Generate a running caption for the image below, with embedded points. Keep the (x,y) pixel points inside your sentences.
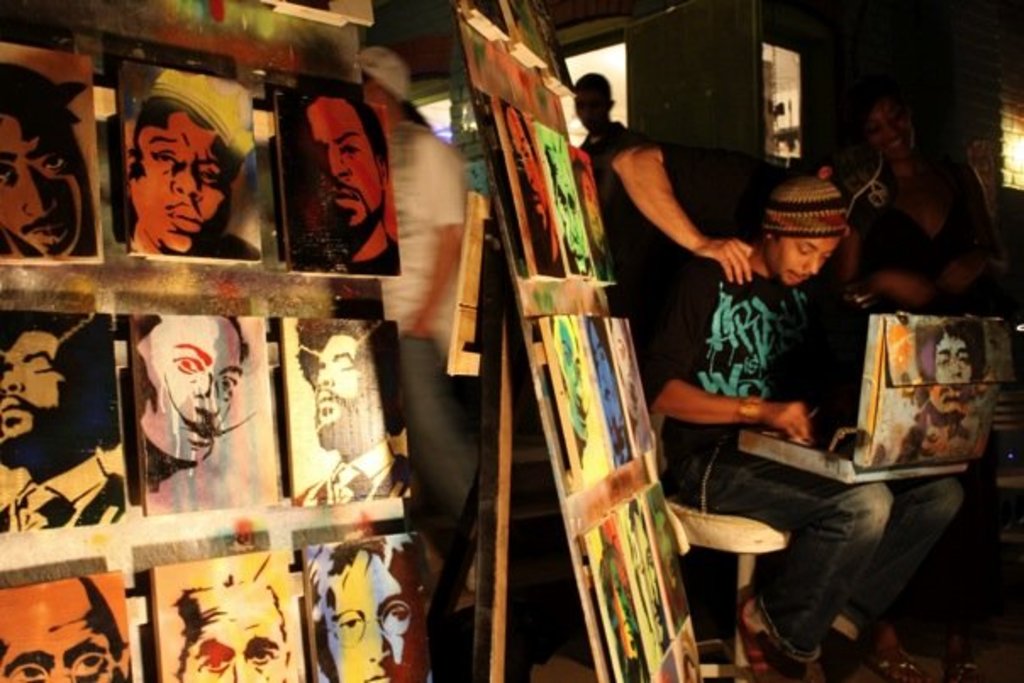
In this image we can see so many paintings (558,188). There is a man (853,580) sitting on the right side of the image (851,520). He is wearing a T-shirt (779,324), jeans (820,513), cap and we can see a suitcase (889,409) on his lap (819,473). Behind the man (830,500), we can see two men (725,181) and one woman (917,181). It seems like a wall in the background (708,140).
